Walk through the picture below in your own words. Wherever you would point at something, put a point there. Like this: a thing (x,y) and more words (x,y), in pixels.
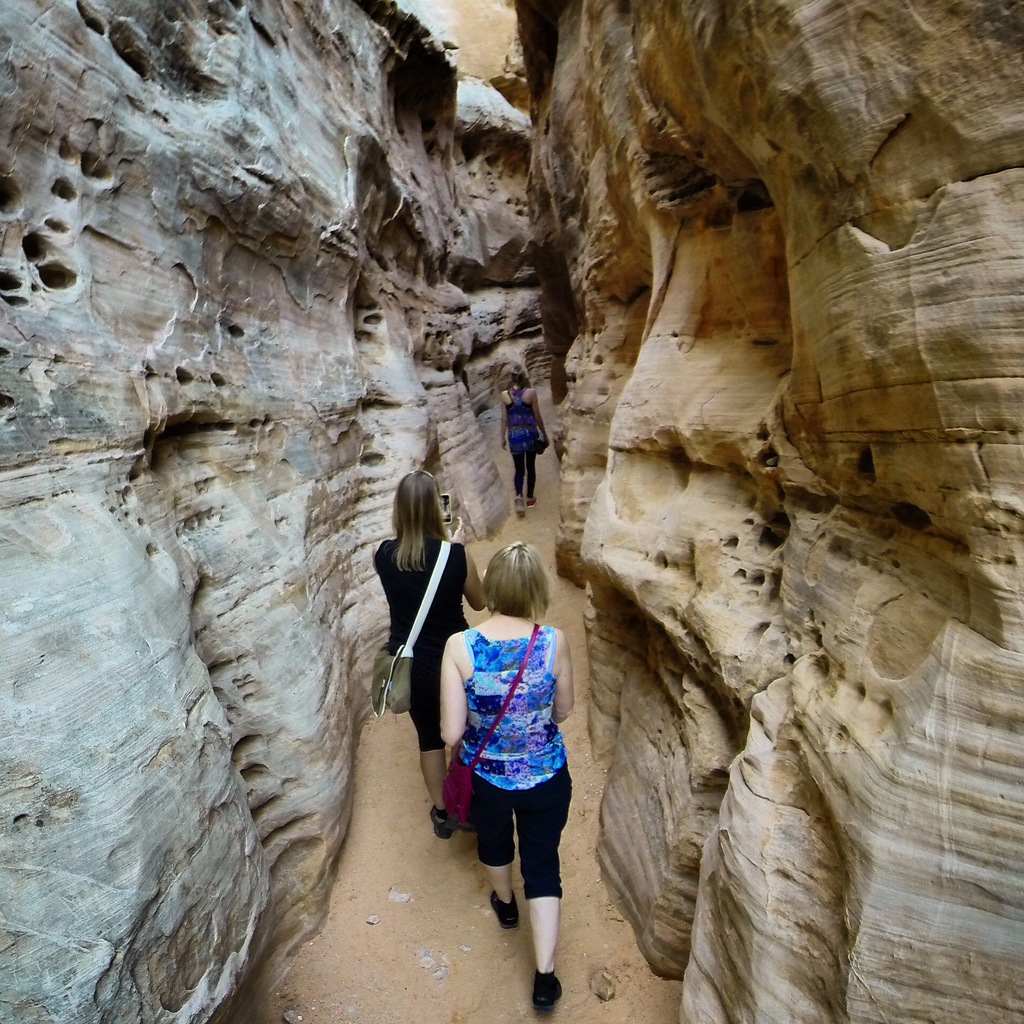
In this picture we can see three women (515,398) carrying bags (405,697) and walking on the ground (422,818) and in the background (357,310) we can see rocks (197,430).
